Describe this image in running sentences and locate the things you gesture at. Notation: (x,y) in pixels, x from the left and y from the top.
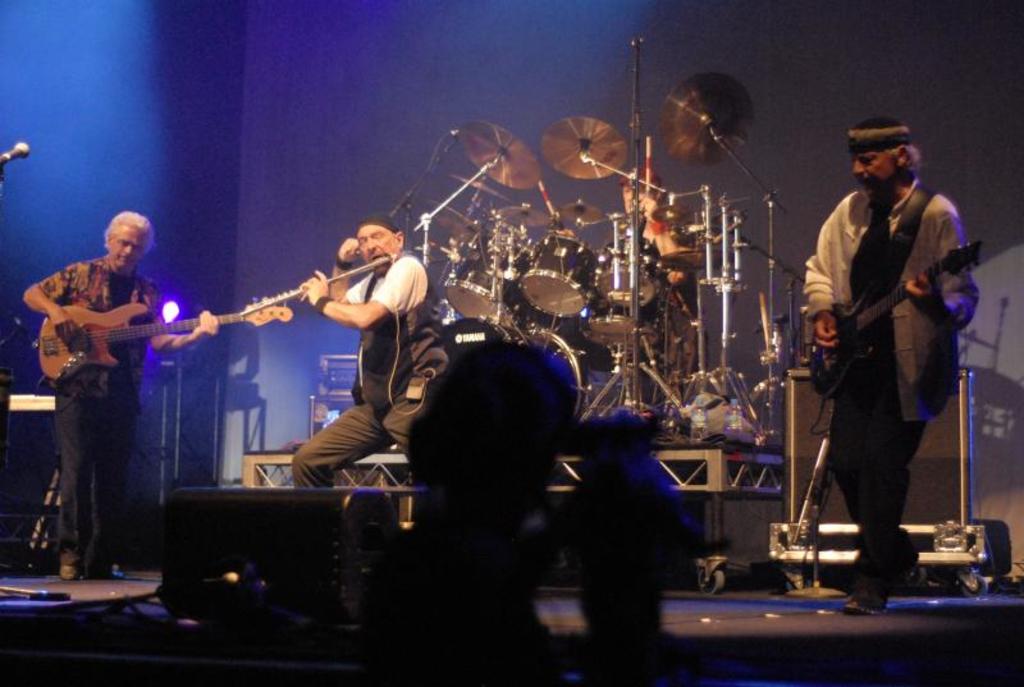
In this image, we can see few people (333,454) are playing musical instruments (109,353) on the stage (796,606). Background (481,284) we can see rods (501,276), light (171,318), few objects (708,405), drum kit (698,344). Here we can see black color box (282,548) and person (476,529).
